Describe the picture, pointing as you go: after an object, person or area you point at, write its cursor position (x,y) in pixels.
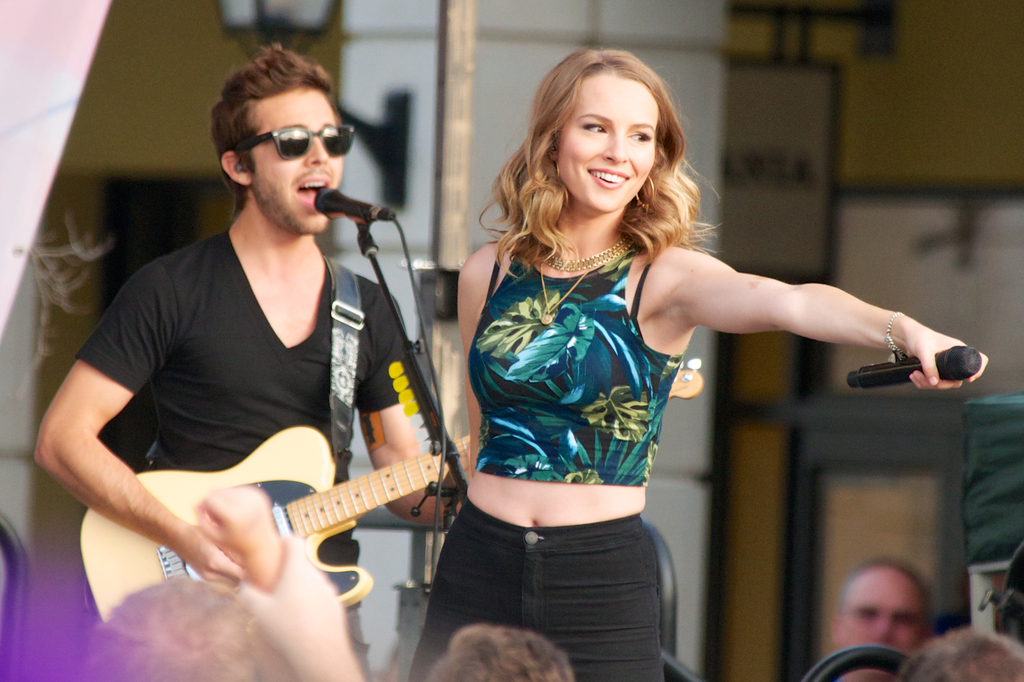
In this picture we can see a women (653,306) holding a beautiful smile (614,185) on her face (609,209) and she is holding a mike (913,370) in her hand (921,340) and pointing towards audience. Here we can see a man (306,109) wearing black colour shirt (263,337) and goggles (286,145). standing in front of a mike (335,210) singing and playing guitar (306,466).
